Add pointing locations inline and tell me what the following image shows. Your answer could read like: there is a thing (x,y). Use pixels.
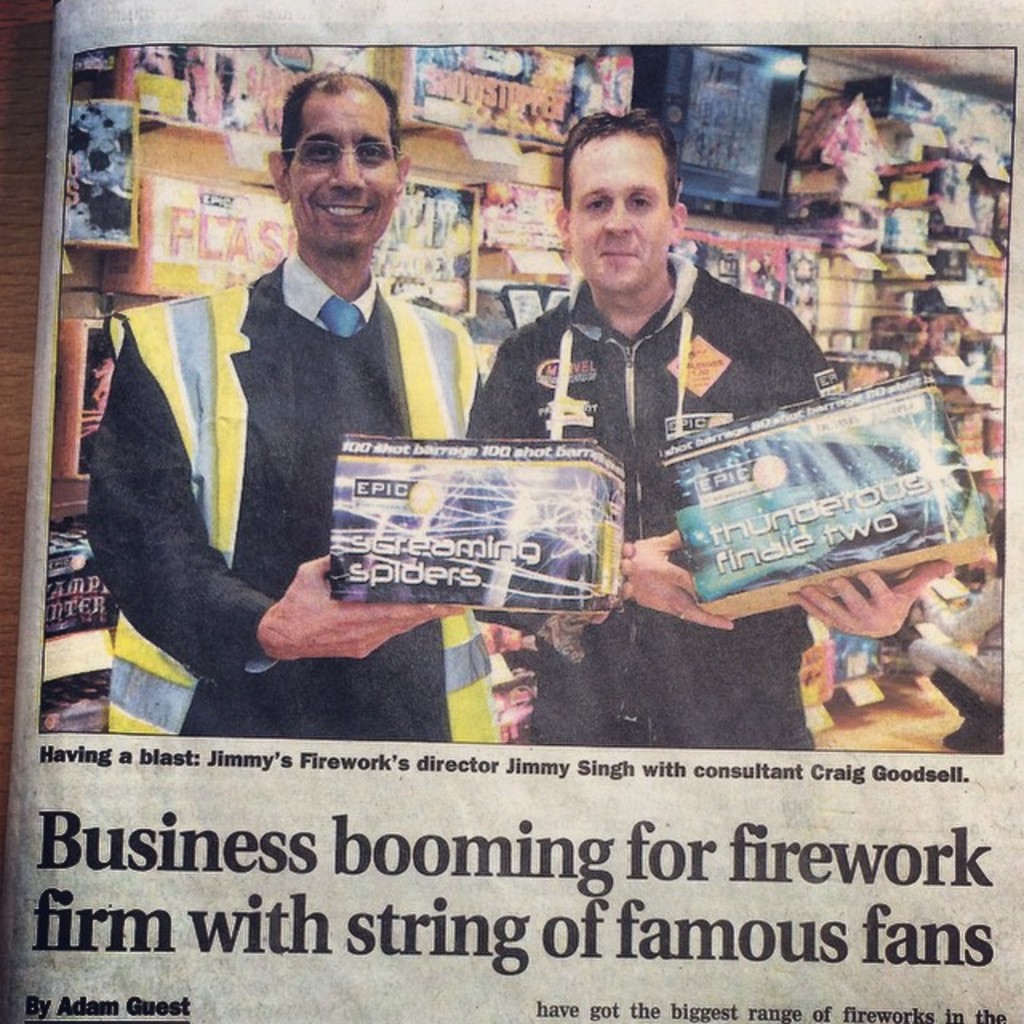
This looks like a newspaper (147,795). I can see the picture (352,736) of two men (328,489) standing and holding objects (751,549) in their hands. I think these are the fireworks (793,542). I can see the letters (370,947) in the newspaper (651,999).
